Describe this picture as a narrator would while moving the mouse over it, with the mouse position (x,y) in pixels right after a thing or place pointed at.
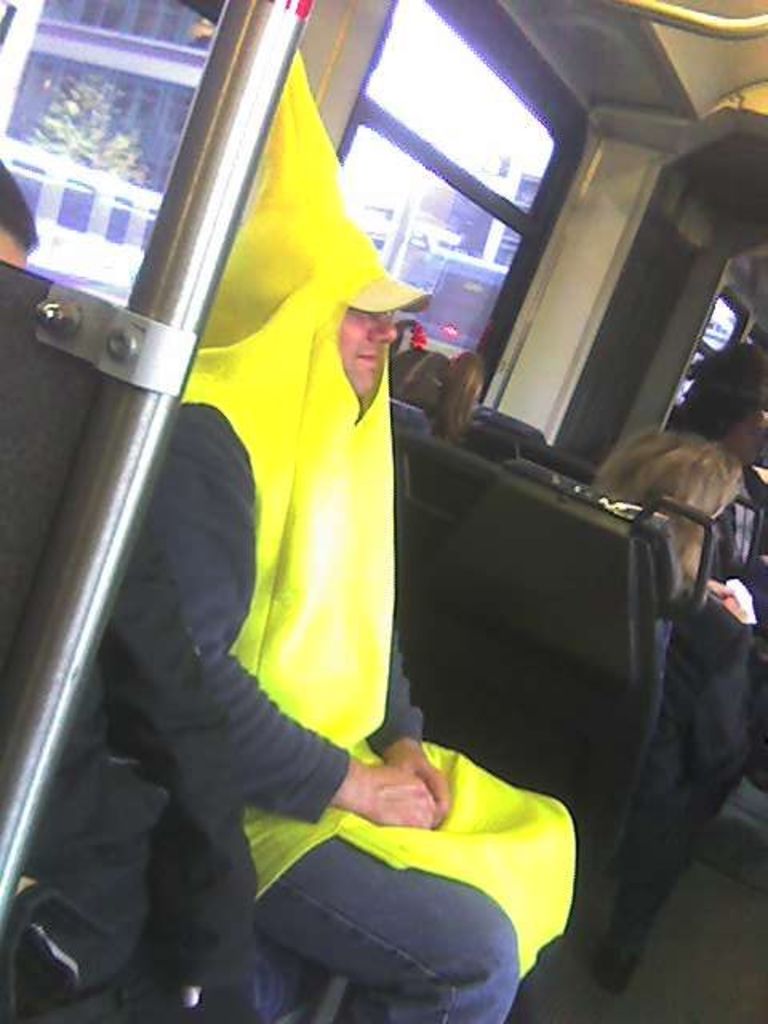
In this image we can see a few people (276,334) sitting in the vehicle (516,623). Here we can see a man (235,629) and he is wearing a yellow colorful fancy costume (380,572). Here we can see the glass window (491,215). Here we can see the stainless steel pole (175,262) on the left side (216,287).
